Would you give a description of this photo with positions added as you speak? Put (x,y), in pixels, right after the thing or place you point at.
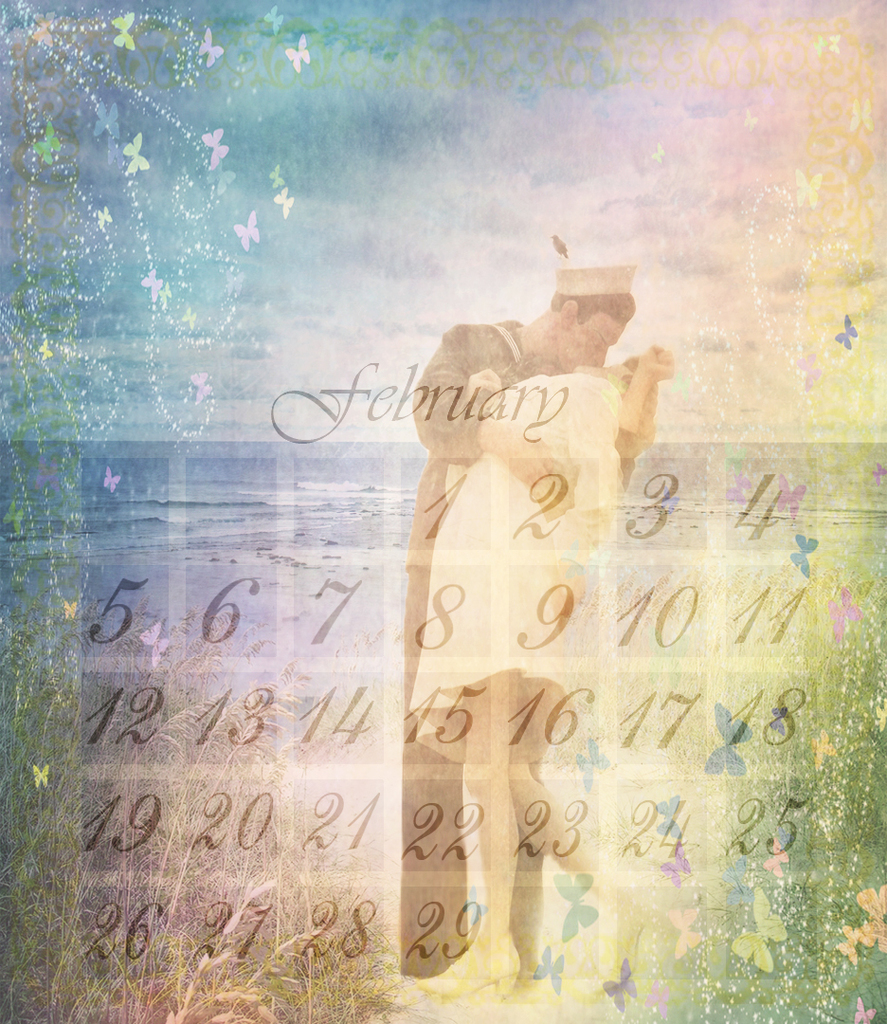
It is an edited image. In this image there is a text (447,412), numbers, man (569,338), woman (599,388), butterflies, sky (348,41) and water (250,506). Man (588,340) and woman (588,392) are kissing each other.
